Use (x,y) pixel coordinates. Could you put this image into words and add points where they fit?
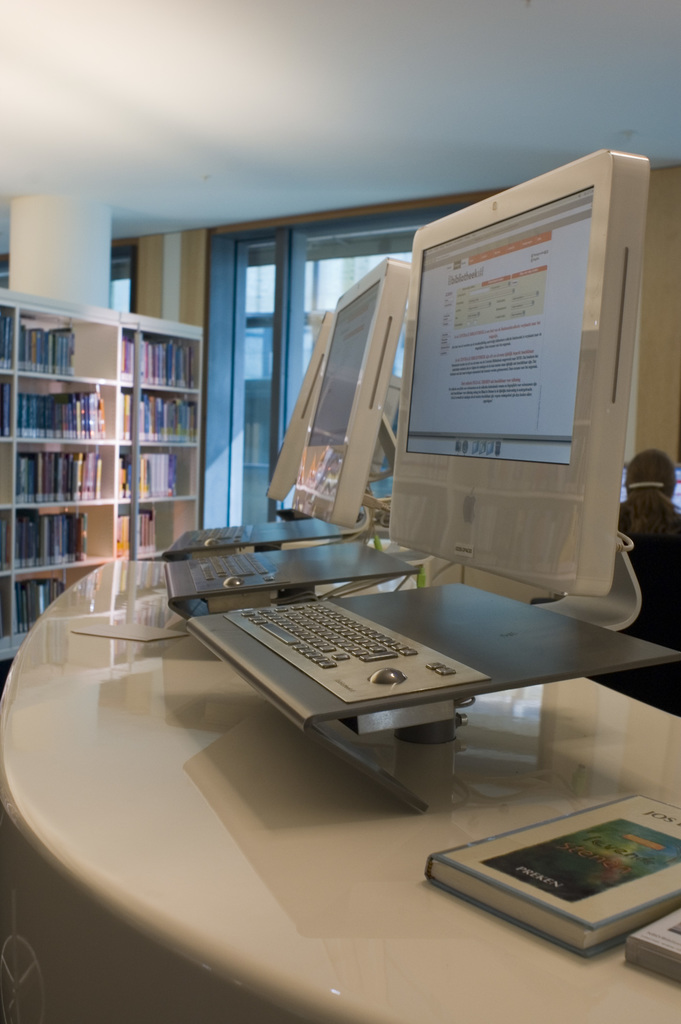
In the image we can see there are monitors (507,541) and keyboards (285,613) are attached to the monitors (464,398) and there are books (507,881) kept on the table (336,854). Behind there are books (99,411) kept in the racks (24,389) and there is window (316,284) on the wall (674,178).
